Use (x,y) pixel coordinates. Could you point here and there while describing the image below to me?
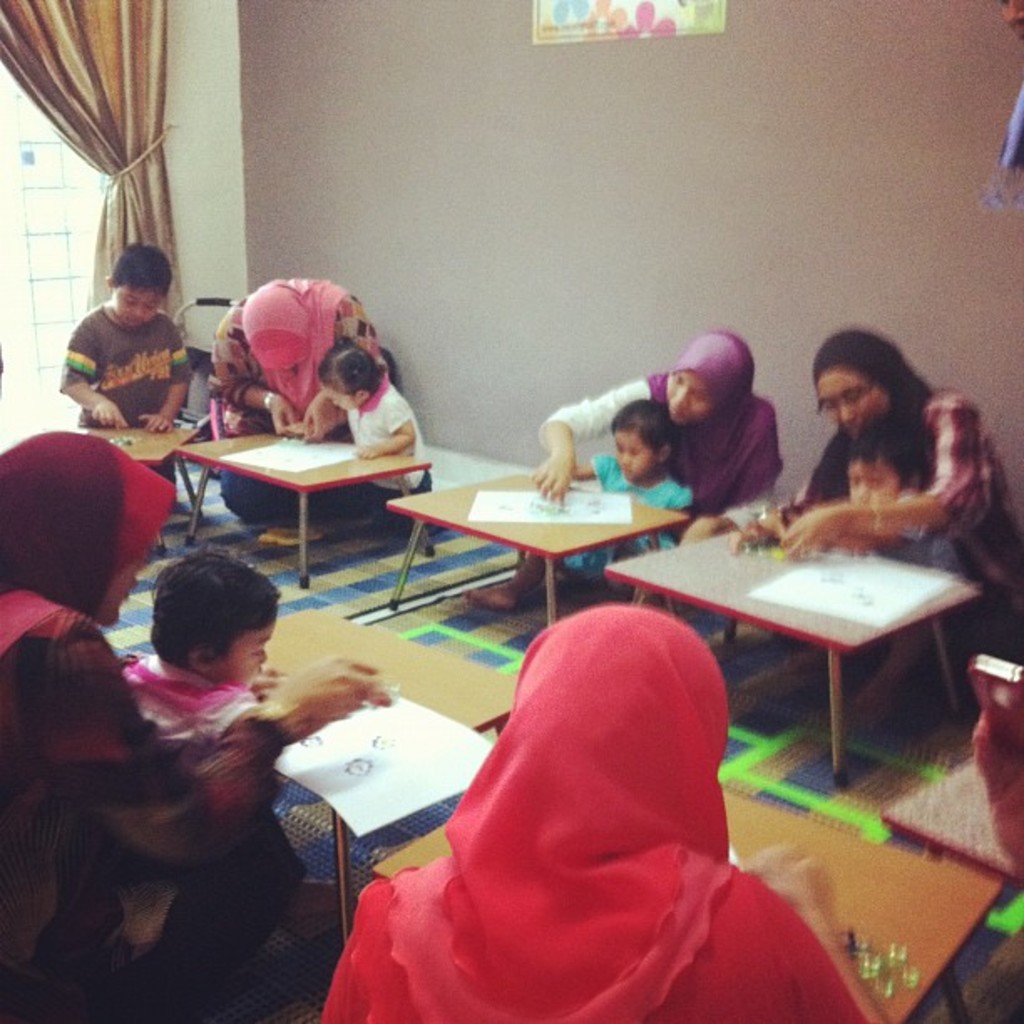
In this image i can see a group of people (543,493) are sitting on the floor (270,554) in front of a table (409,547).
